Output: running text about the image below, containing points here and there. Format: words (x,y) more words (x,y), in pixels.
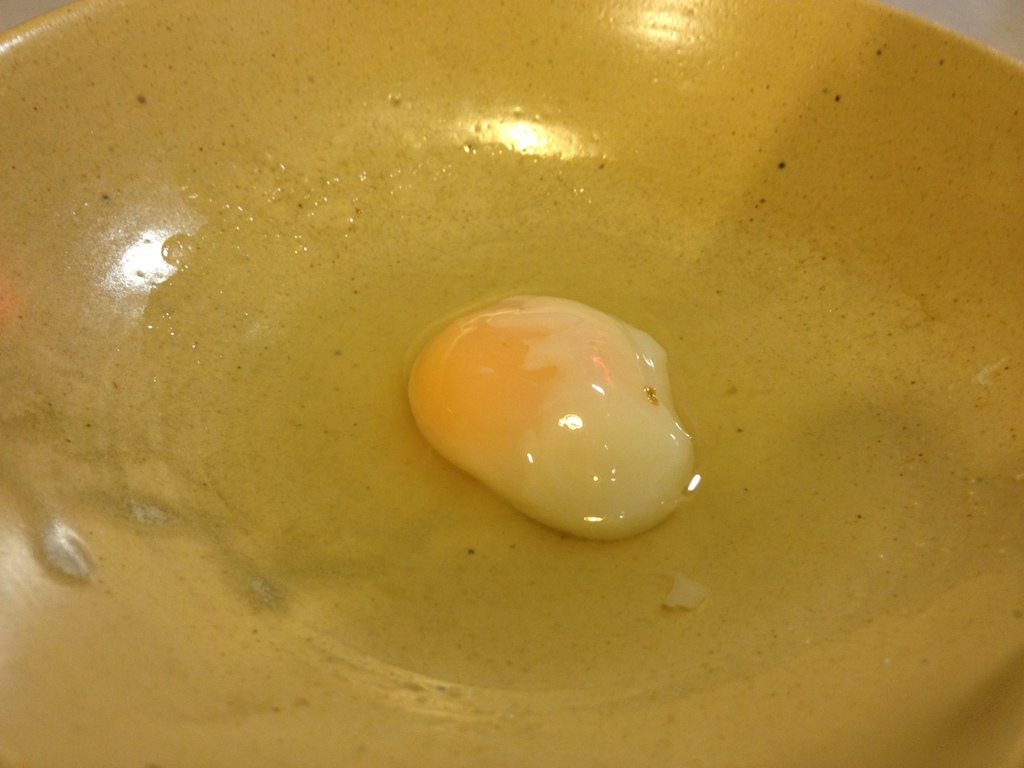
In this picture we can see a plate (750,142), there is yolk (471,344) of an egg (563,457) present in this plate (501,580).
